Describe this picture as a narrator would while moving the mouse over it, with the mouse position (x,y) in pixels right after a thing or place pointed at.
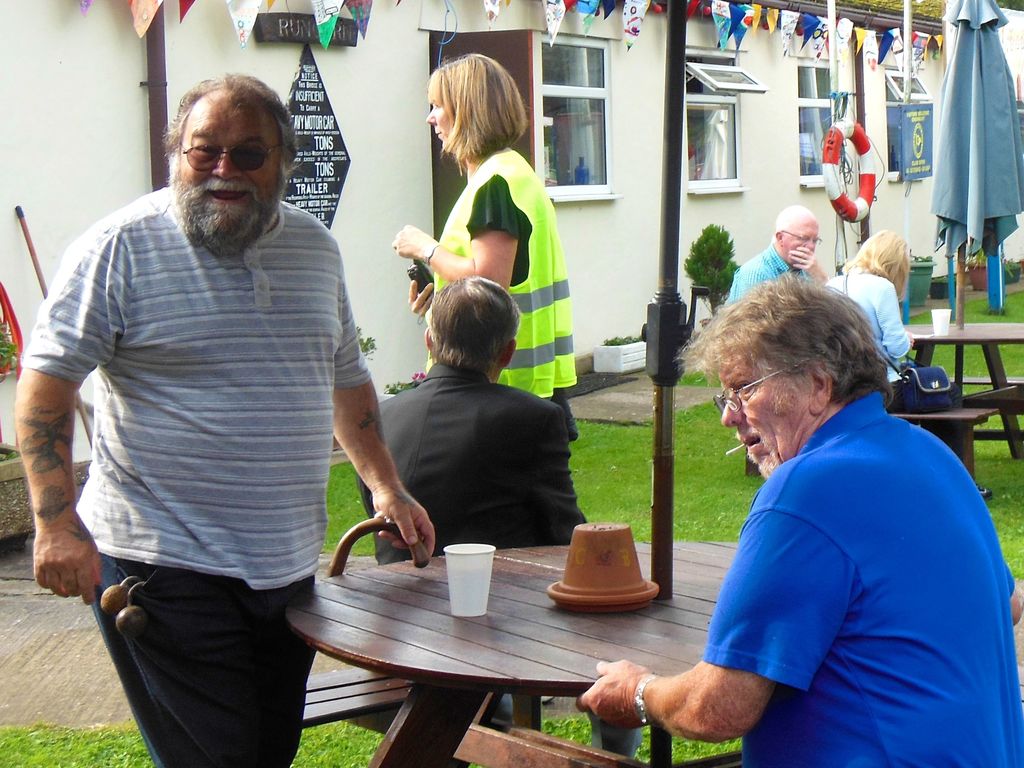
There is a person (166,745) standing on the left side (46,544) and he is smiling. Here we can see two persons (498,480) sitting on a chair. There is a woman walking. Here we can see two persons (853,280) sitting on a chair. Here we can see a window (724,65).
